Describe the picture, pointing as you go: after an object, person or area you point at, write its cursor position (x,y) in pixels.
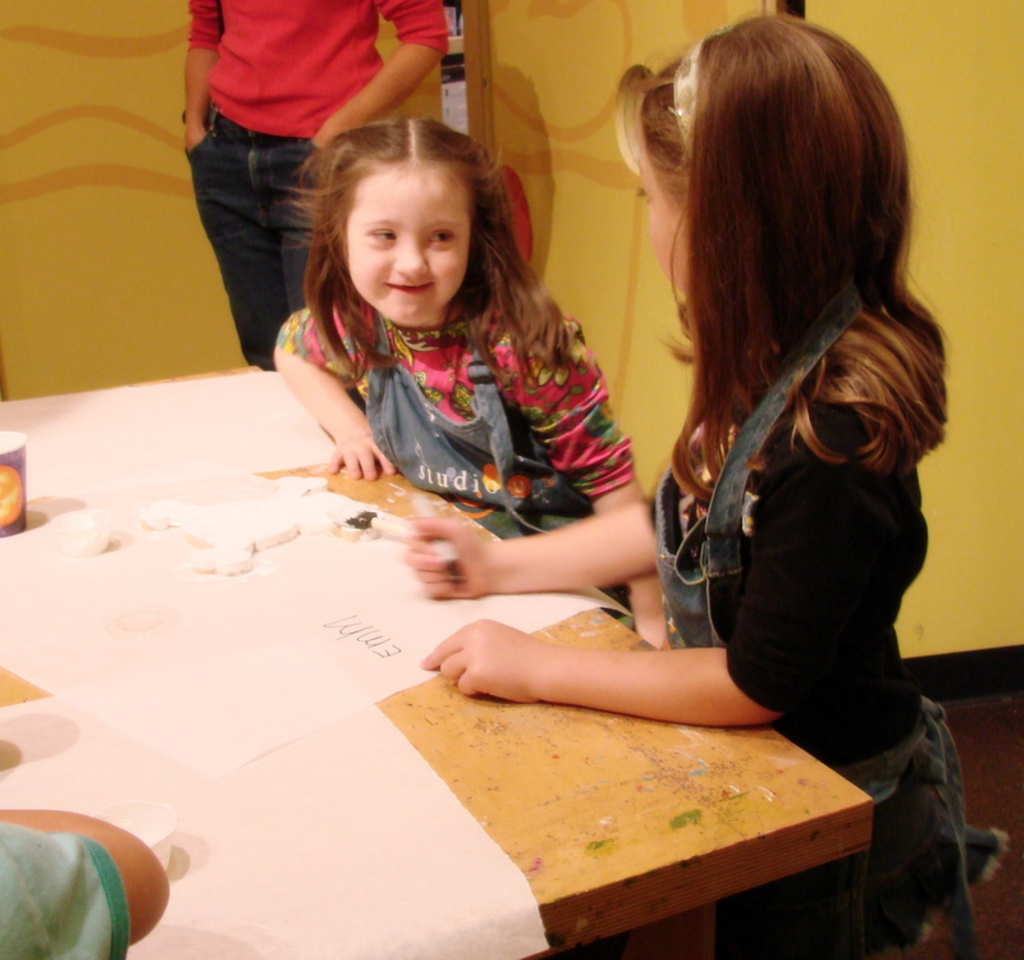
These are two small girls (554,442) standing. This is a table (573,793) with papers (243,646) on it. I can see another person (262,125) standing. At the bottom left corner (49,843) I can see a person's hand (26,821).
